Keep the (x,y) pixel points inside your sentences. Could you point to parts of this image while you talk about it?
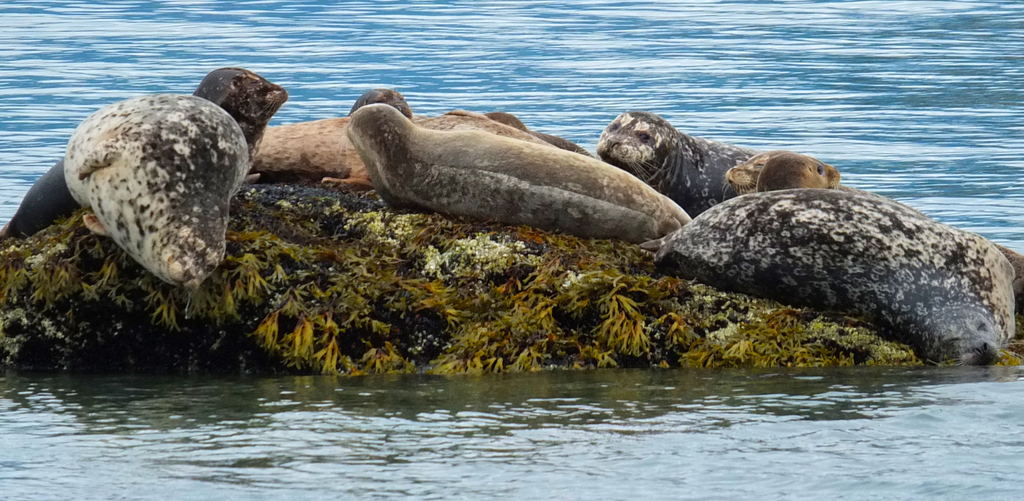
In this image we can see some seals (87,182) which are on the stone (314,251) in the middle of water (862,100) and there is water (639,65) in the background (504,49) and also foreground (649,465).
